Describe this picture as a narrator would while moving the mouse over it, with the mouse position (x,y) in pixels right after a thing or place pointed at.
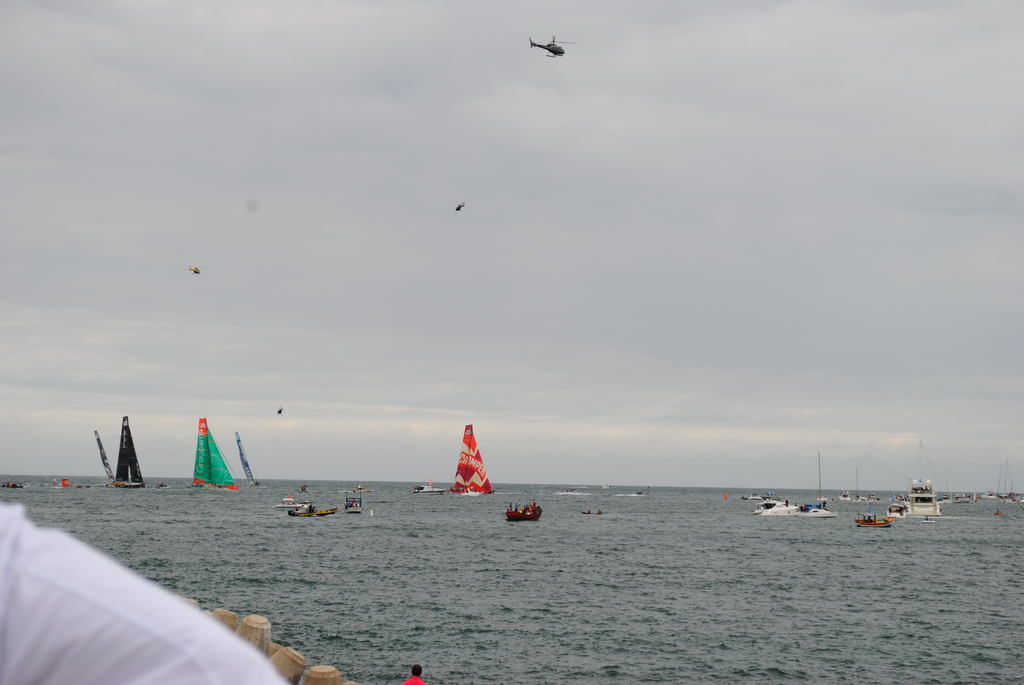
Few ships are moving in this water (608,601). At the top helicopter (566,44) is flying in the sky (591,147).
